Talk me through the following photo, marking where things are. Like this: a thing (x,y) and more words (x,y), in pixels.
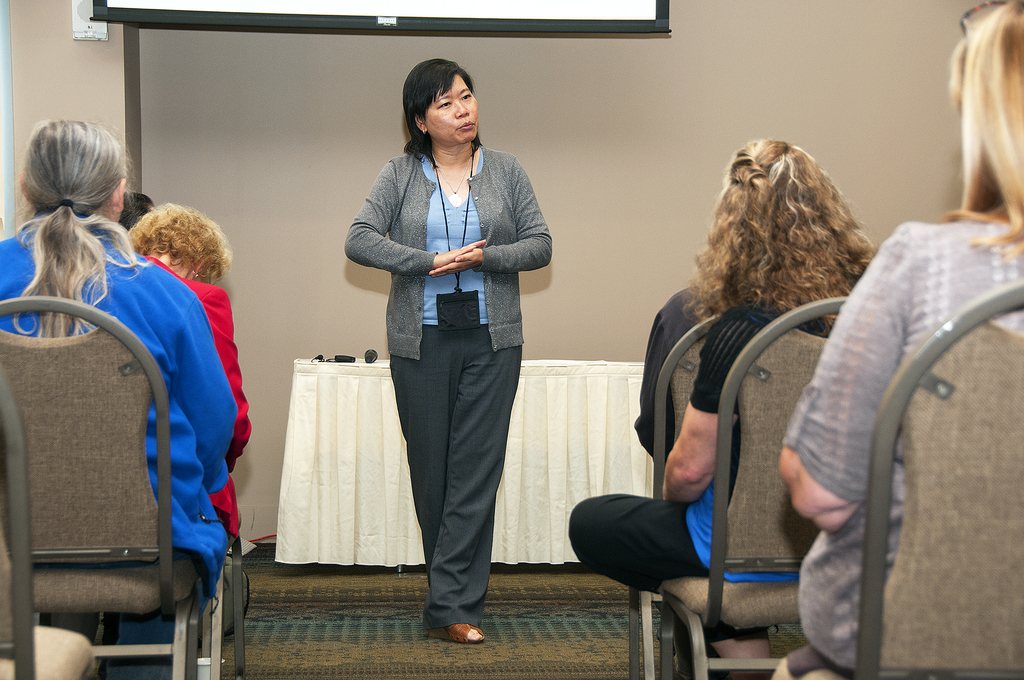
In the image in the center (408,296) we can see one woman (450,278) standing. On the right (772,563) and left side of the image (134,458), we can see few people (835,548) were sitting on the chair (995,380). In the background (390,75) there is a wall (81,87), board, table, cloth (382,444), microphone (374,354) and few other objects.
